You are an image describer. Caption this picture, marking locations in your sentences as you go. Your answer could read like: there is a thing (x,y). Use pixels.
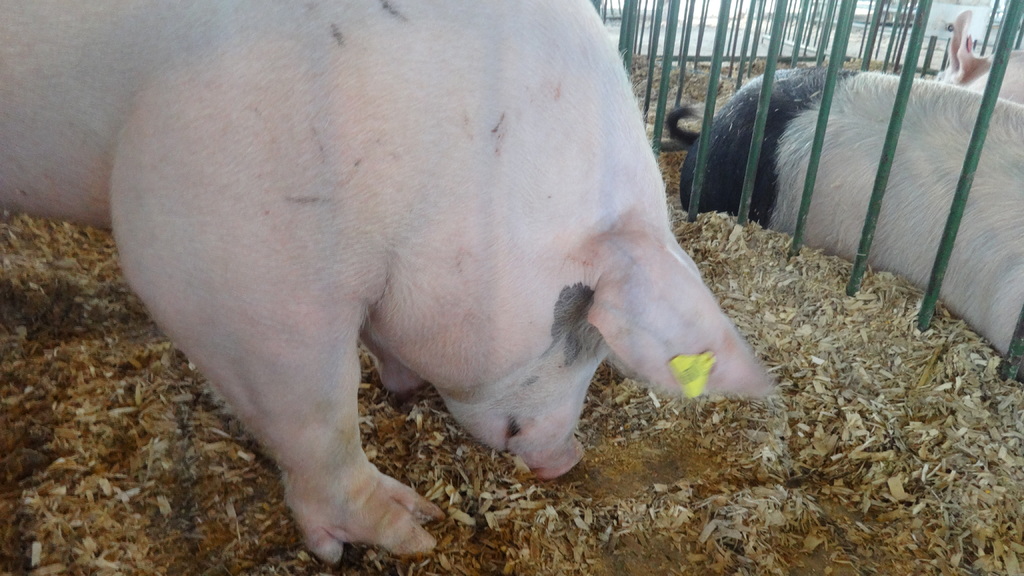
In this picture, there is a pig (398,273) which is in pink in color. On the top right (801,115), there are pigs (867,98) and cages (706,131).
